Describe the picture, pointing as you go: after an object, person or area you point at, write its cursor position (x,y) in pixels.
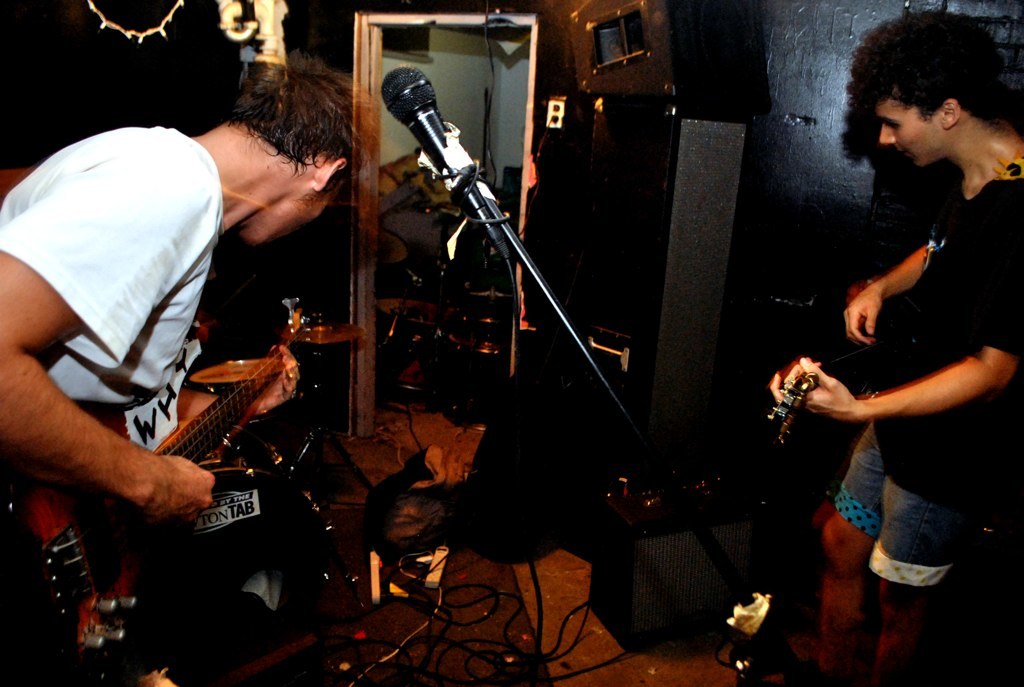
In the image we can see there are people (66,249) who are standing and holding guitar (56,505) in their hand (801,363) and in front (416,92) there is a mic (455,178) with a stand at the back (682,235) there is speakers (632,280) and on the ground (341,517) there are wire (533,675) which are connected to the plug (393,580).
